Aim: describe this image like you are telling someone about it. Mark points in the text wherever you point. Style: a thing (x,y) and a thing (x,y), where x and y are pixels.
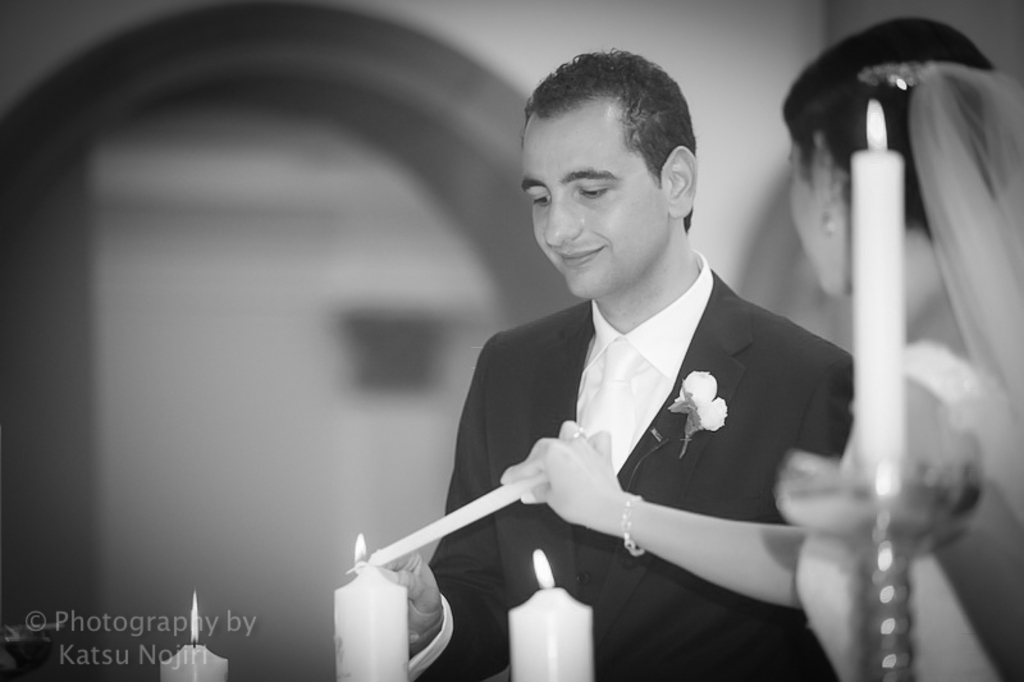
In this picture I can see there is a woman (746,532) on to right side (931,580), she is wearing a white dress (919,588) and holding candle (434,536) and there is a man (571,236) standing next to her and he is looking at the candles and smiling. He is wearing a black blazer (645,442) and a white shirt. There is a water mark (120,616) on the left bottom of the image (150,633) and the backdrop (15,607) is blurred.
